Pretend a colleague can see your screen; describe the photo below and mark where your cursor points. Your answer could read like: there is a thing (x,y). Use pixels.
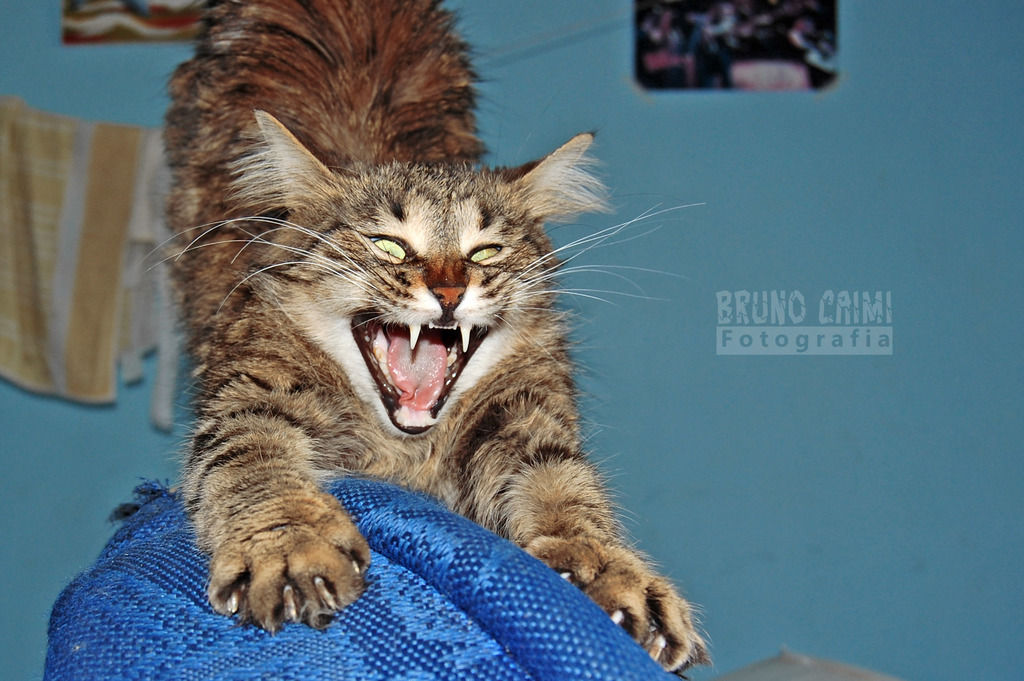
In this image we can see an animal (375,323), cloth (158,243), and a blue color object (345,506). In the background (693,426) we can see wall (924,507) and frames (666,71). Here we can see a watermark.
